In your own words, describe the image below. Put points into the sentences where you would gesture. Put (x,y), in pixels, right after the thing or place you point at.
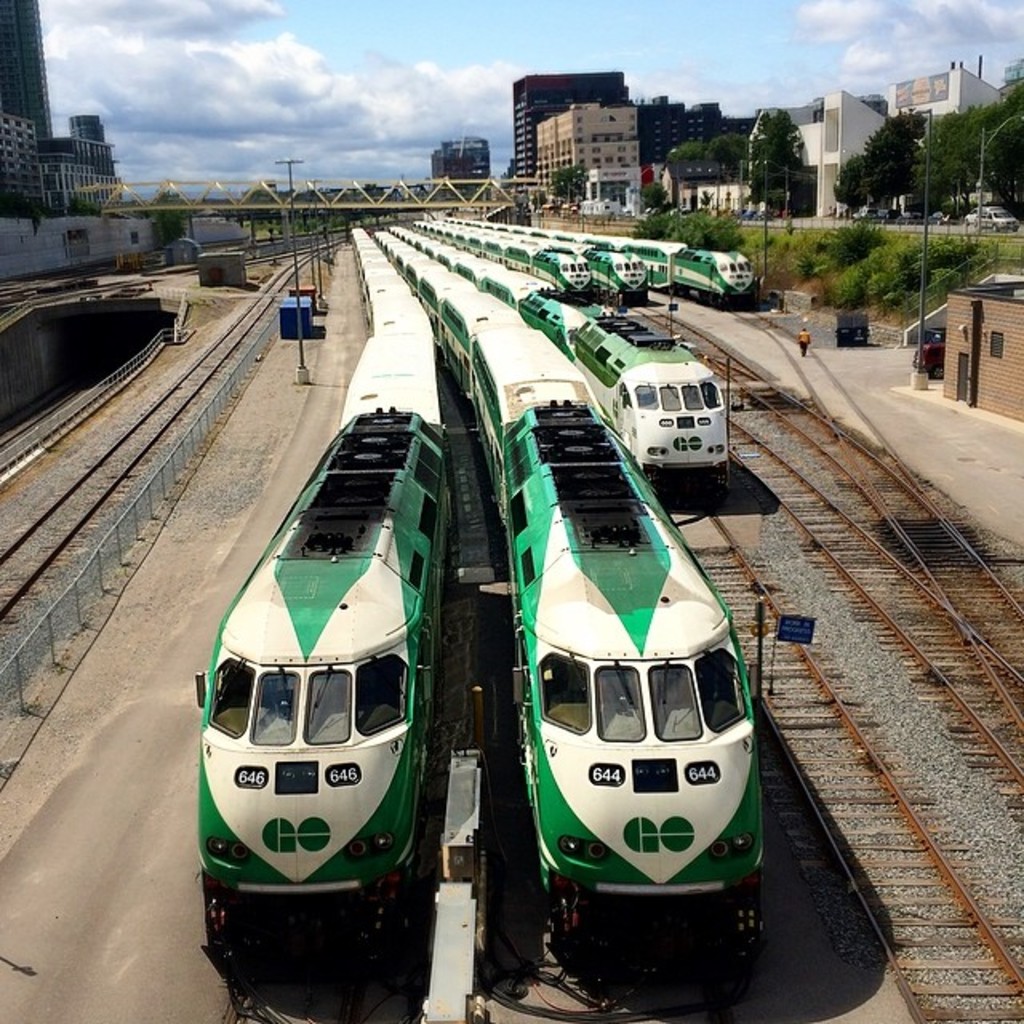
In this image I can see the trains (553,548) on the track (845,794). The trains (623,767) are in white, and green color. To the side of the trains (527,509) I can see many poles (297,277) and the shed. In the background (483,157) I can see the bridge (276,206), many buildings (443,155), clouds (450,110) and the sky (634,67).
